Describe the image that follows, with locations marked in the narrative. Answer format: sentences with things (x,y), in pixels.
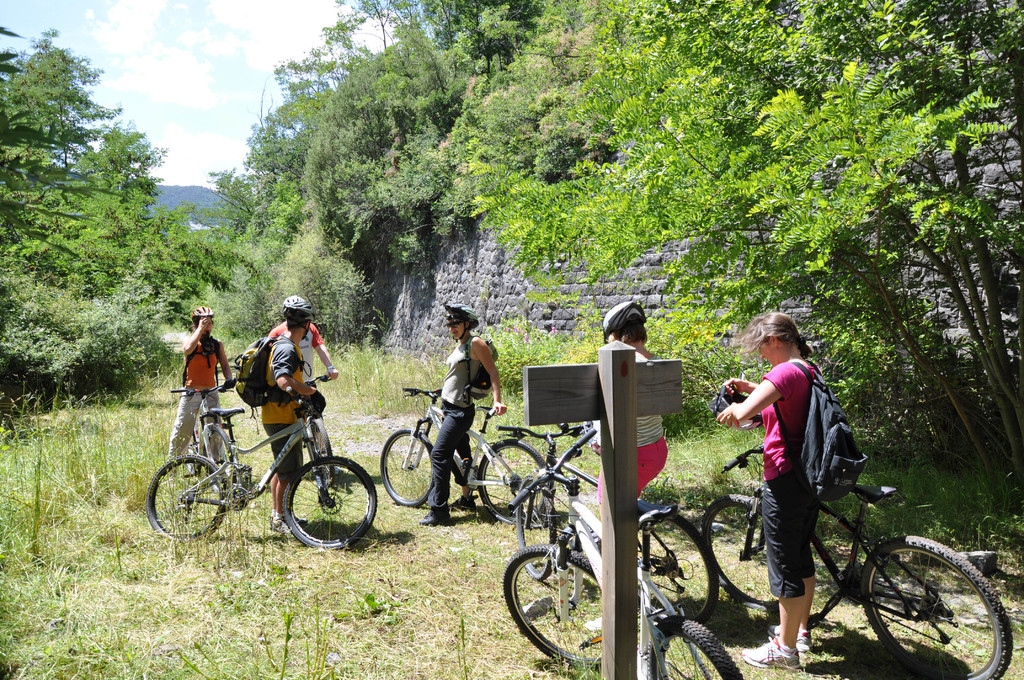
In the center of the image (522,443) there are group of persons (448,481) on the cycles (290,493). In the background (164,385) there are trees (278,194), plants (740,353), wall (637,286), hill (177,195), sky (178,171) and clouds (141,66).
